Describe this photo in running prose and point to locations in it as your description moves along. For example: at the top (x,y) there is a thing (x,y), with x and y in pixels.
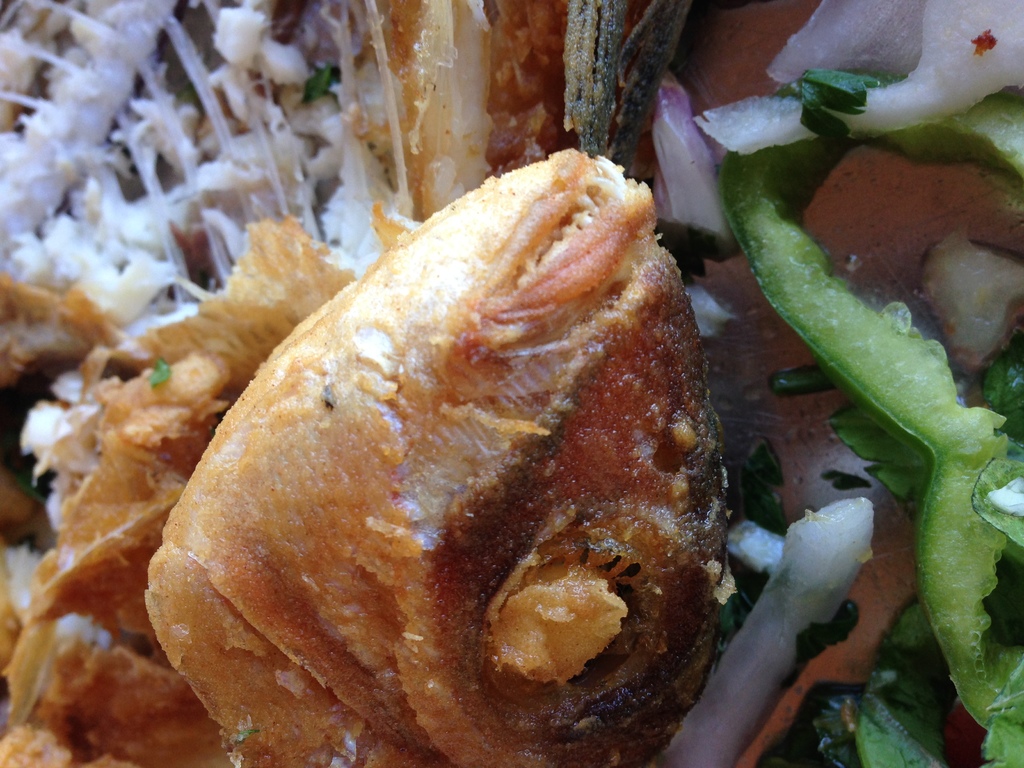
In the picture we can see a food item (236,617) and near it we can see some vegetable salads (743,570).
